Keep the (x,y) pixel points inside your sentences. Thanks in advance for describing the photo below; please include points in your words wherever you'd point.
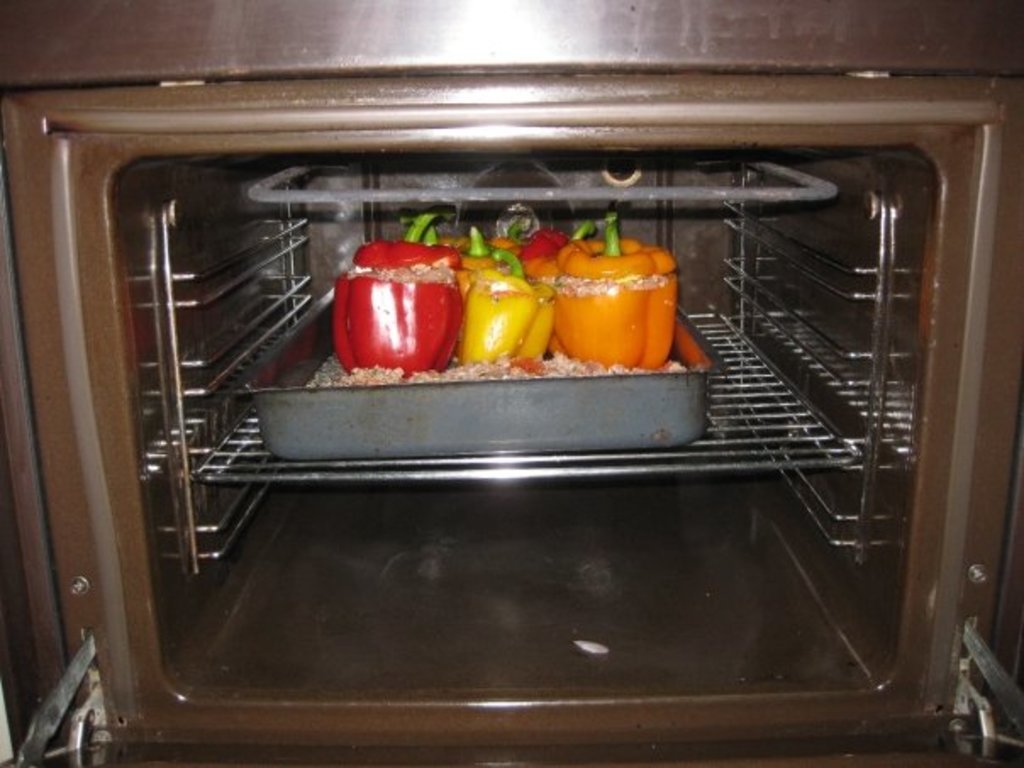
In this picture we can see many capsicums (544,264) which is kept on the tray (666,380). This tray (426,423) is kept inside the oven (747,558).
